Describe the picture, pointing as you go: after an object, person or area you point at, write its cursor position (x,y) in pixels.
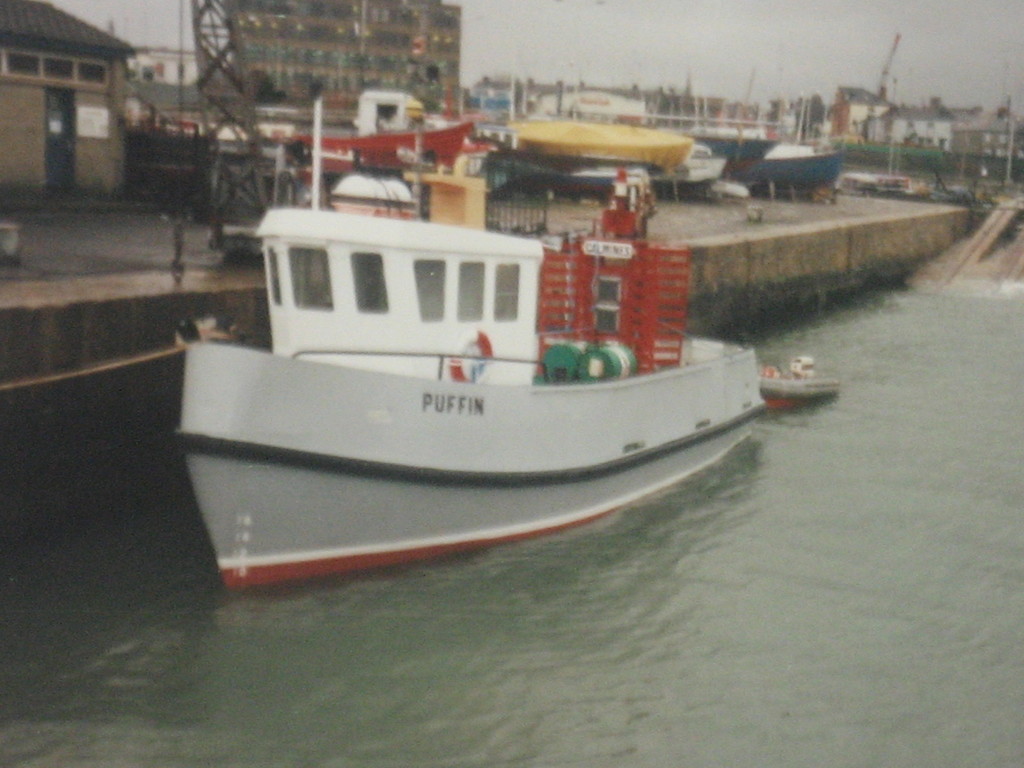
In this picture I can see there is a boat (418,398) in white color in the middle (484,490). This is water (618,573), on the left side (190,103), it looks like there are houses (39,133). In the middle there are different boats (639,132), at the top (636,56) it is the sky (671,66).
